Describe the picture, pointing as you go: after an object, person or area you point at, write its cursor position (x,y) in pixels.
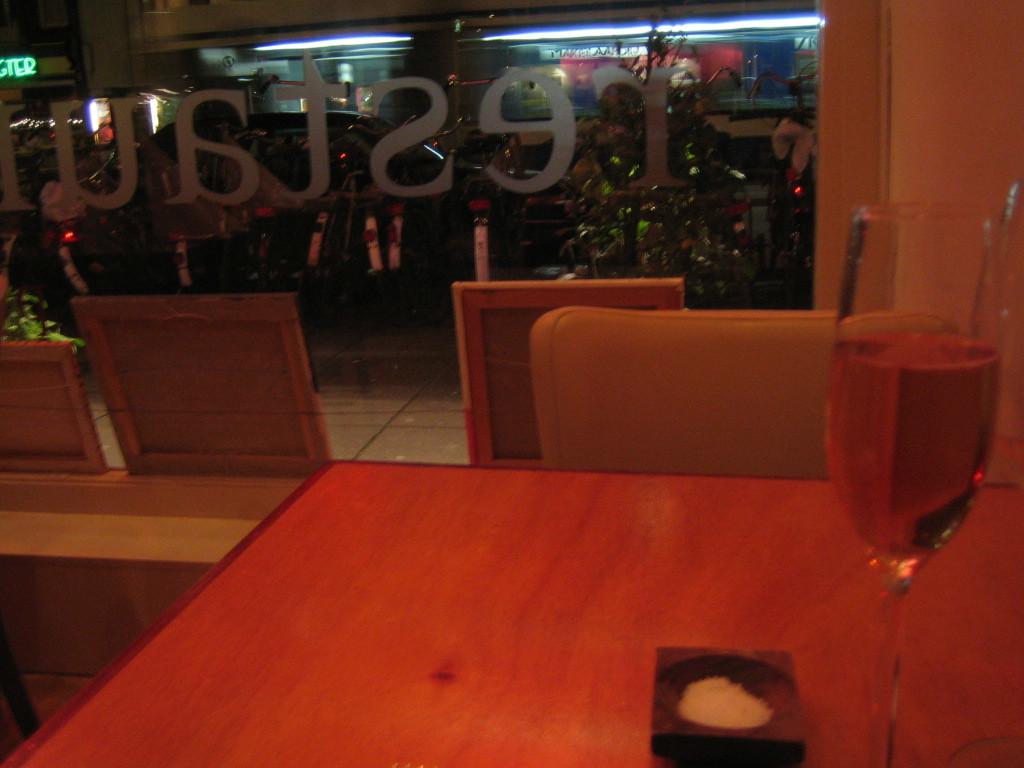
This is a table (598,613) where a wine glass (949,377) and some object (729,681) is placed on it. This is a chair (636,359). At background (338,151) I can see a car (345,133) which is parked. This is a small plant (687,219).
